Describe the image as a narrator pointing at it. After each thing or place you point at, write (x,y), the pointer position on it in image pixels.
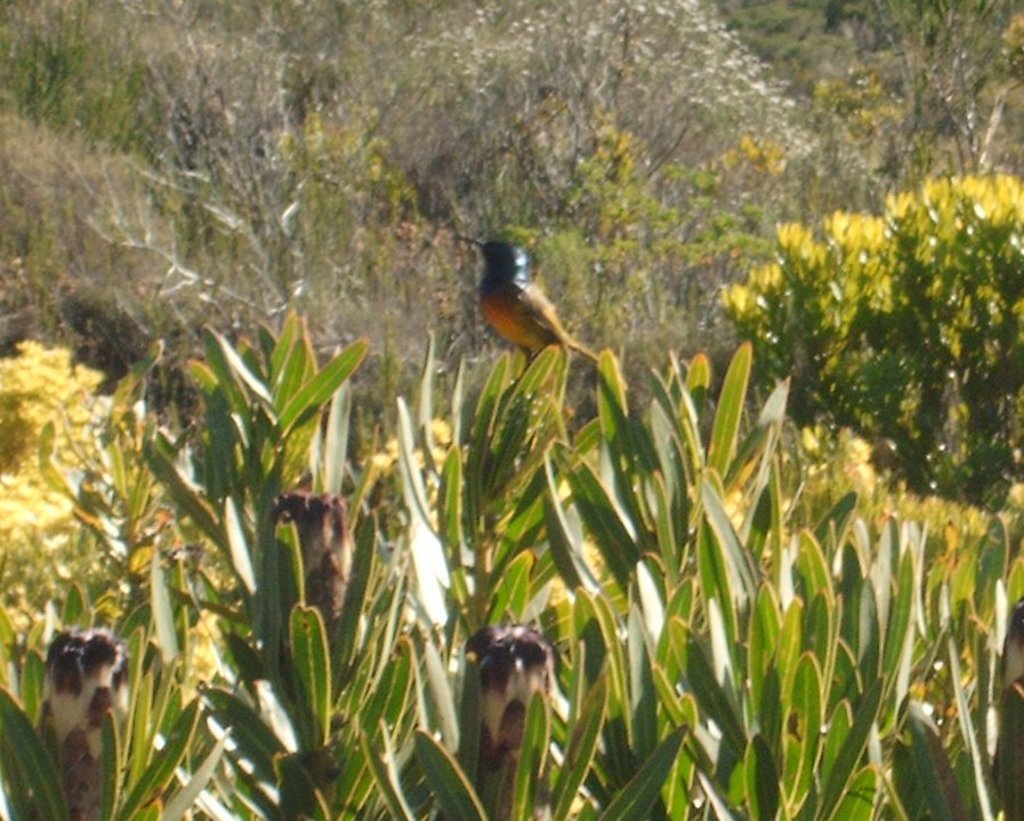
At the bottom of the picture (588,674), we see the plants (503,647) or the trees (522,579). The bird (554,335) in the middle of the picture (496,327) is on the plant (543,365). It is in black and brown color. It has a long beak (476,243). There are trees (465,289) in the background (356,262).
